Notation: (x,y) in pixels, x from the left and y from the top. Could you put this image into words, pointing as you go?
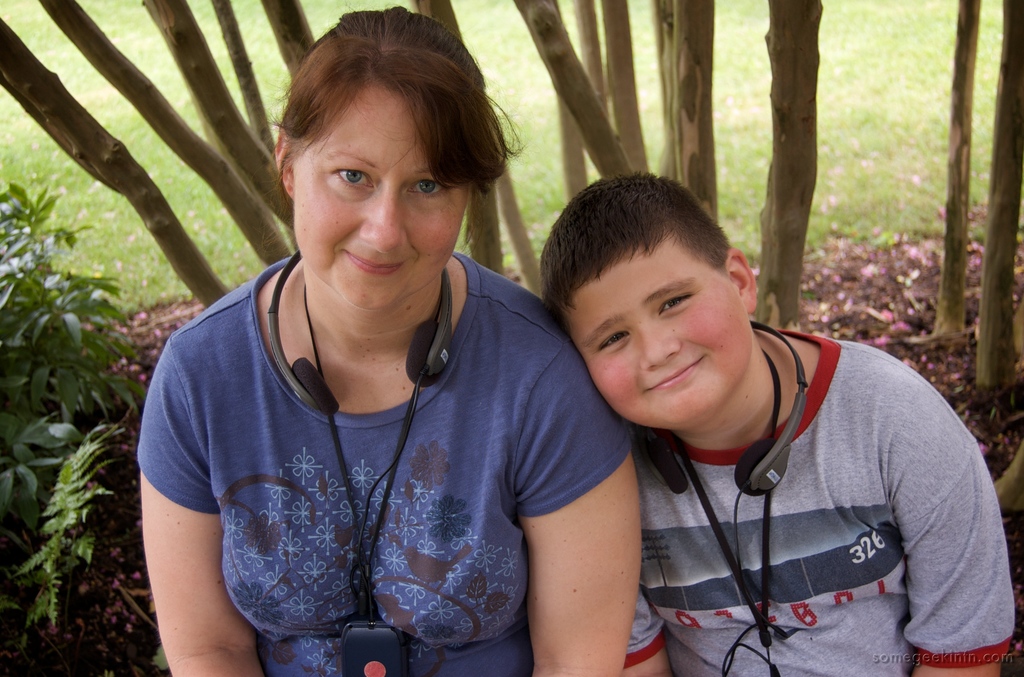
In this image I can see a woman (425,214) and boy (593,292) and on their neck (358,404) I can see head phones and in the background (132,169) I can see trunk (63,130) of trees (63,130) and on the left side (70,499) I can see plants (52,459).
